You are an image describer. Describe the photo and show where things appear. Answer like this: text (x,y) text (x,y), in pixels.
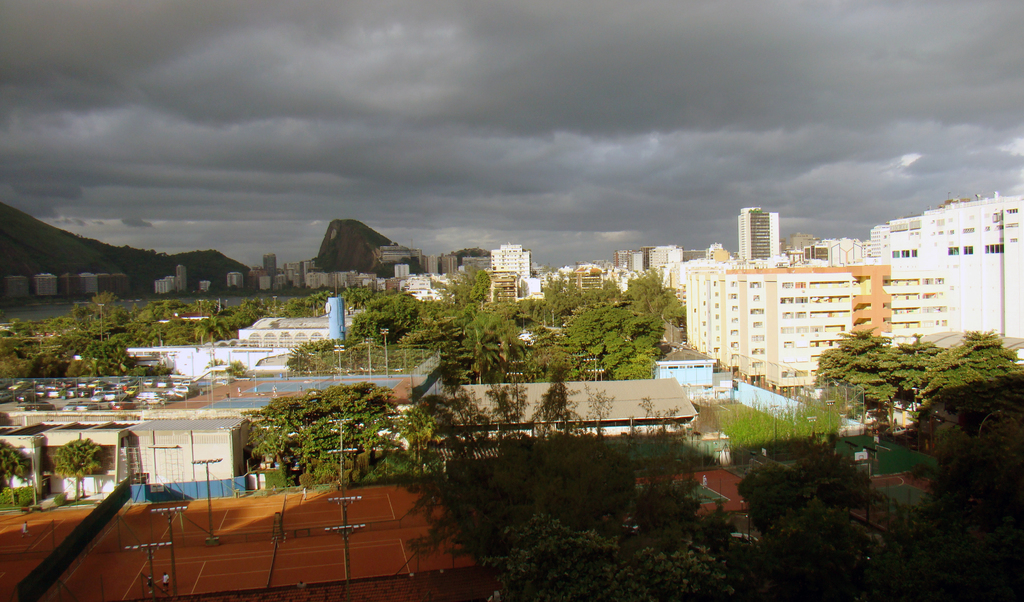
In this picture can see there are poles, trees (348,470) and buildings (250,340). Behind the buildings (88,290) there are hills (85,240) and a cloudy sky (563,163).
